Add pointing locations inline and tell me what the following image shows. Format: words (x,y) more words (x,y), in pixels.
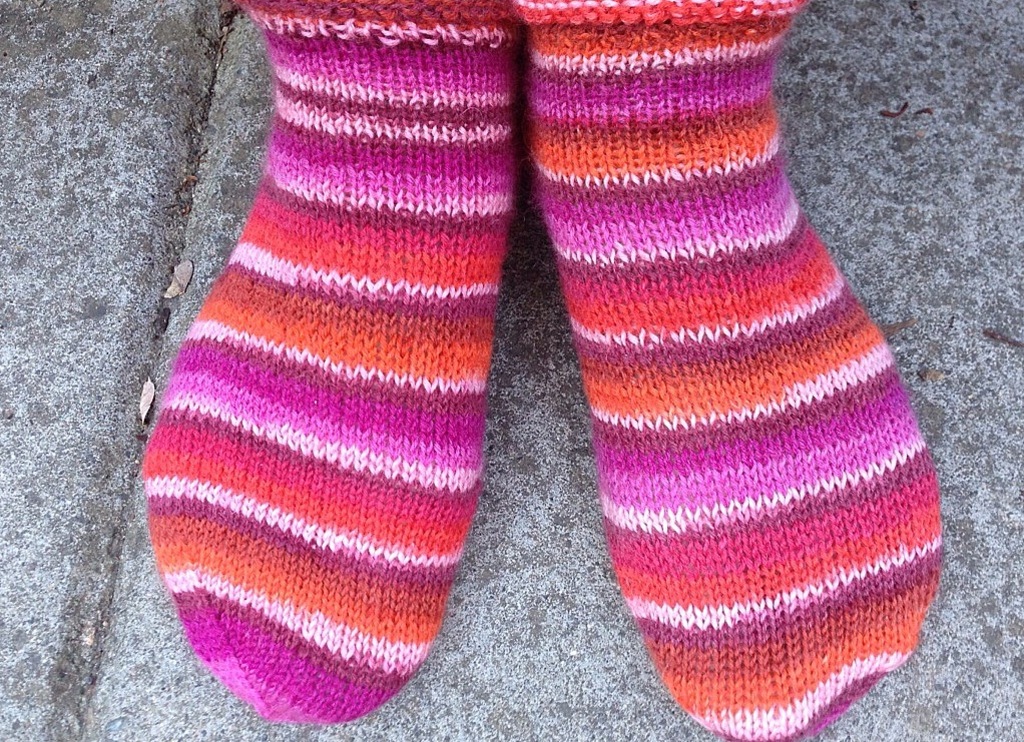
This is a zoomed in picture. In the center (619,323) we can see the legs (431,327) of a person (621,202) wearing colorful socks (656,217). In the background (503,532) we can see the ground (145,116).
